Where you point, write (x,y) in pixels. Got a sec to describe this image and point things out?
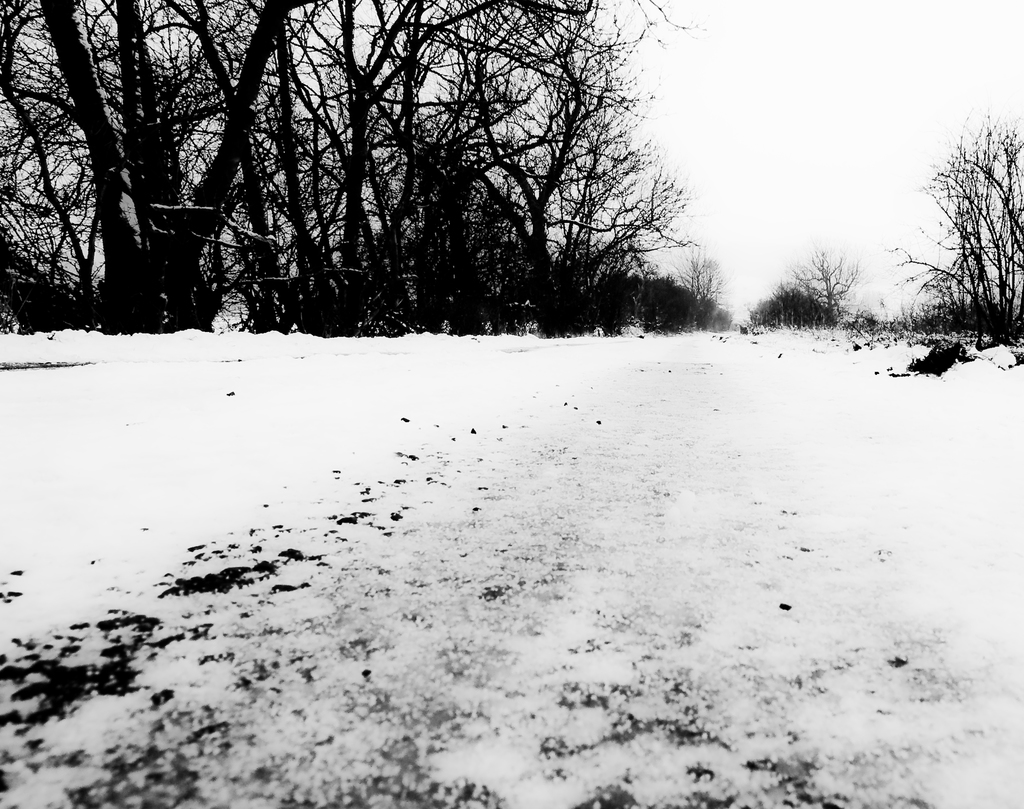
In this picture I can see trees (285,19) and snow (436,452) on the ground (780,415) and I can see cloudy sky (675,120).
